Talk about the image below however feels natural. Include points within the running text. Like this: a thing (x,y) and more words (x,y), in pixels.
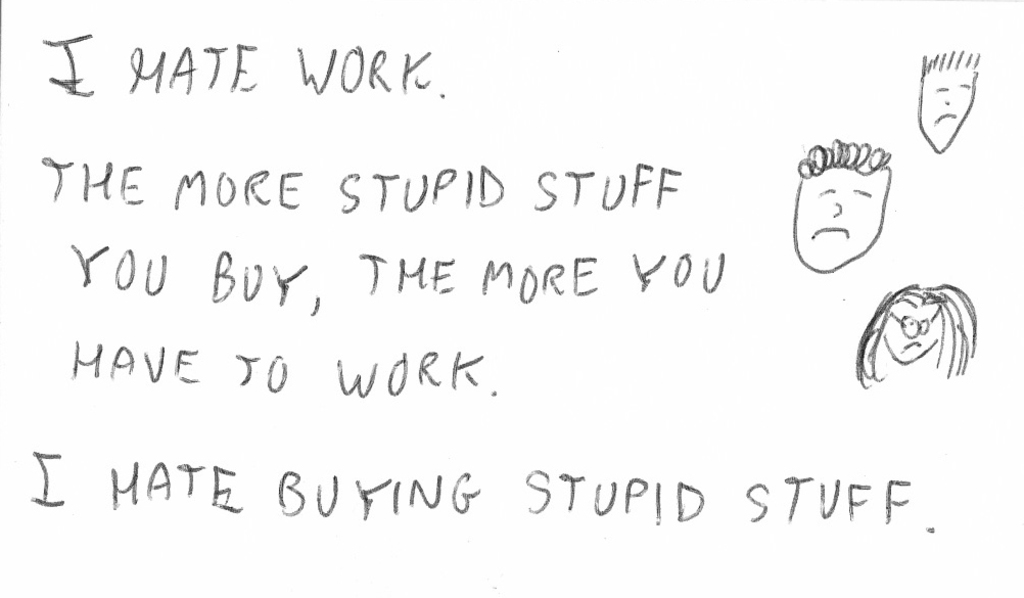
In this image we can see one poster (189,331) with text (480,351) and drawing images (857,199).
